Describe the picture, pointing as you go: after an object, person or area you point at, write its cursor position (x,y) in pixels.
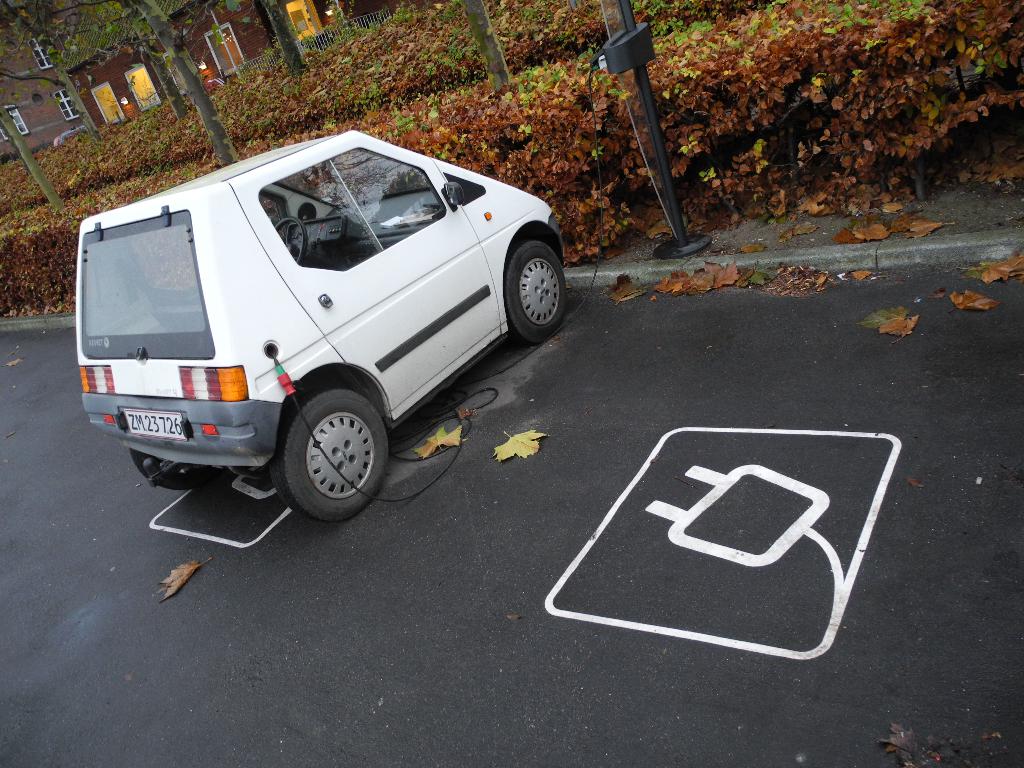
In this image there is a vehicle (215,448) on the road (711,571) having few painted images (630,611) on it. Beside the road (817,408) there is a pole (612,24). Behind there are few plants (444,113) and trees (218,124). Left top there is a house (117,96).
